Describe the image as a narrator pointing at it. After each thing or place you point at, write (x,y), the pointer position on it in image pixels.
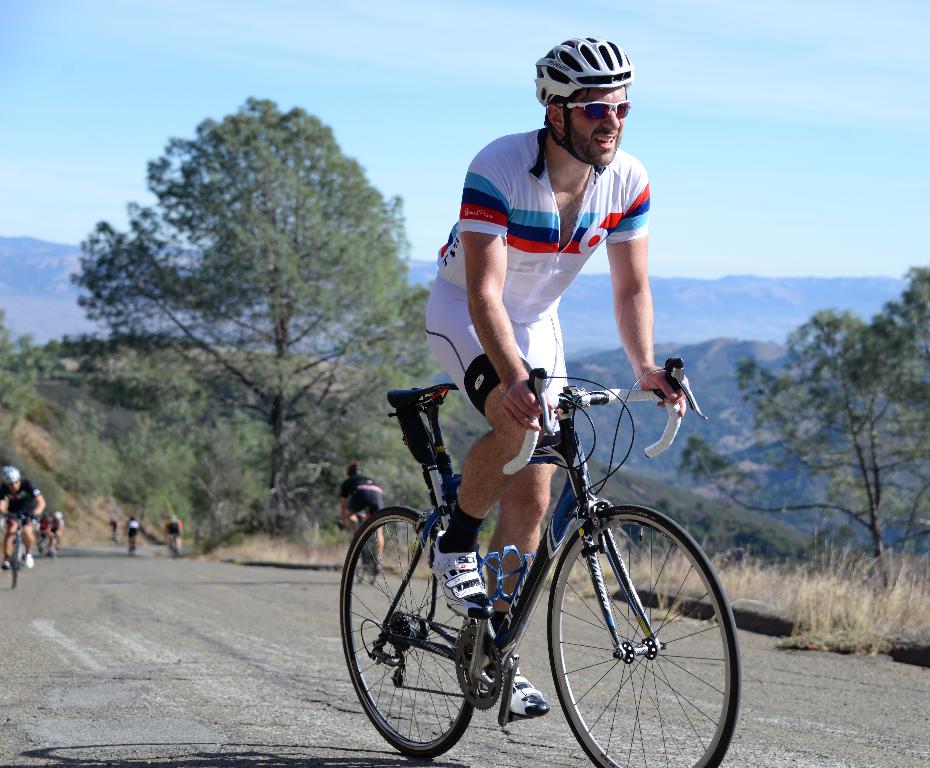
In this image we can see the mountains (692,375), some people (462,474) riding bicycles (633,592) on the road (575,689), some trees (853,511), bushes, plants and grass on the ground (20,452). At the top (814,141) there is the sky (816,130).
